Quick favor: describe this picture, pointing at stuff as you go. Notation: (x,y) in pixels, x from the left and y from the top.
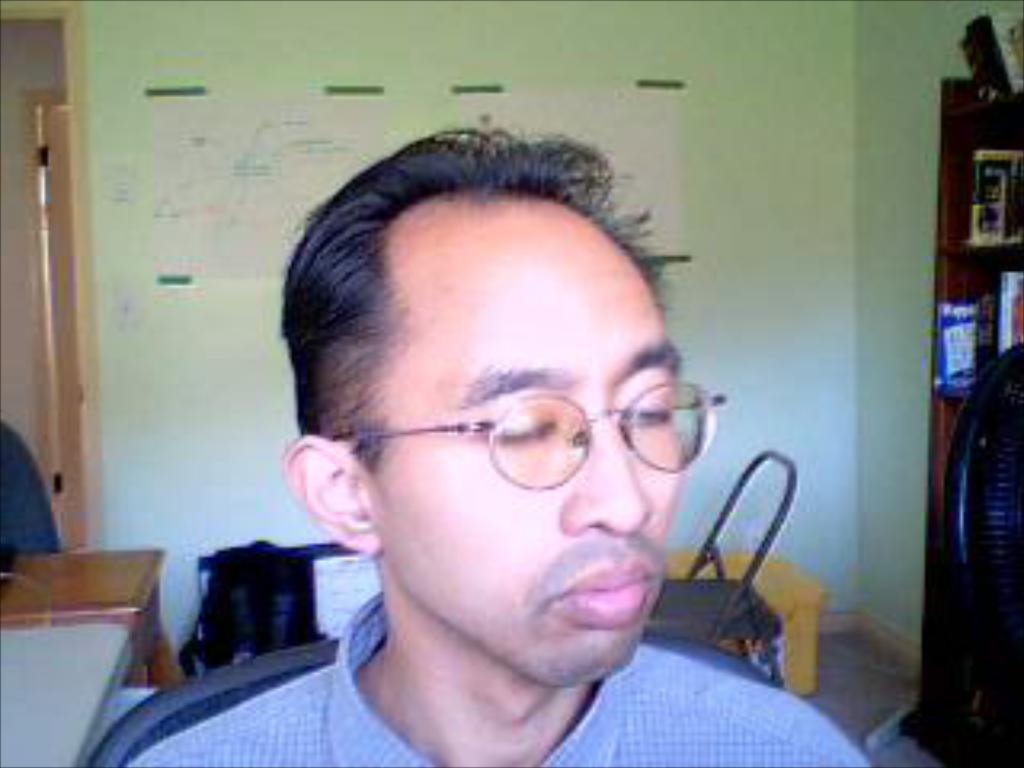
This picture shows a man (191,741) seated on the chair (193,682) and he wore spectacles (558,447) on his face (622,428) and we see a bookshelf (966,281) on the side and posters (345,120) on the wall (376,74) and we see a table (138,554) and we see a bag (251,608) and a plastic box (776,597) on the floor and we see another chair (726,649) on the side.
